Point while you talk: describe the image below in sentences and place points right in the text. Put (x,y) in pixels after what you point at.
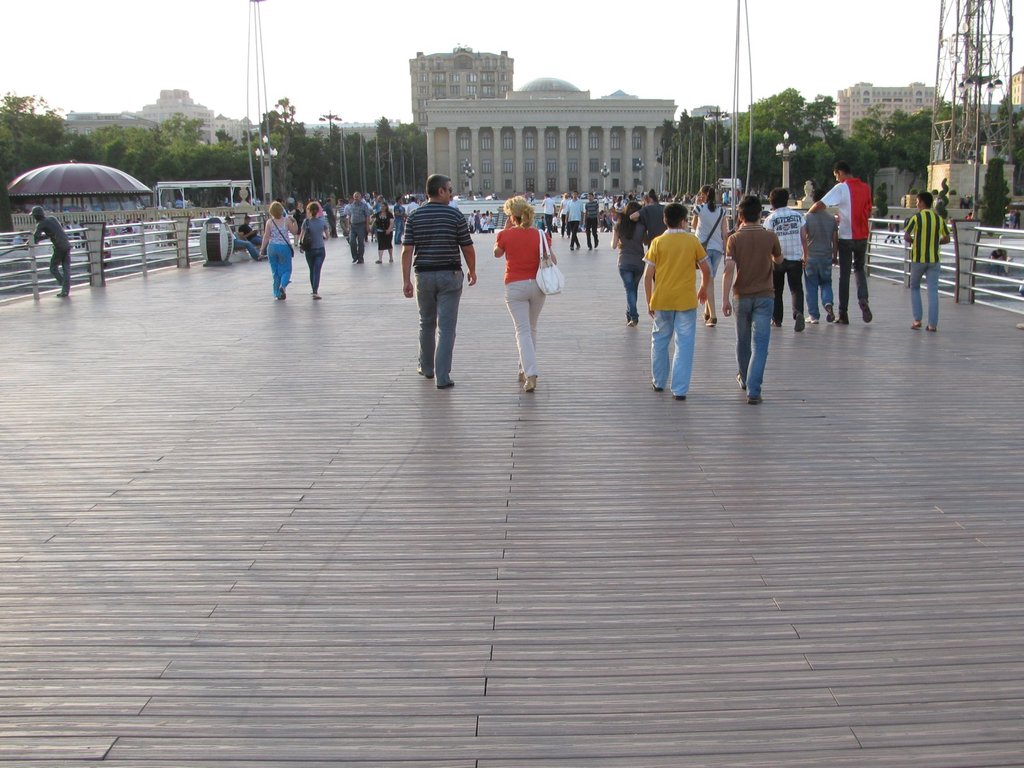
In this image there are persons (527,282) standing and walking and sitting. In the background (445,172) there are trees (665,138) and buildings (649,143) and there are poles (749,153) and the sky (552,23) is cloudy and there are railings (906,253).
